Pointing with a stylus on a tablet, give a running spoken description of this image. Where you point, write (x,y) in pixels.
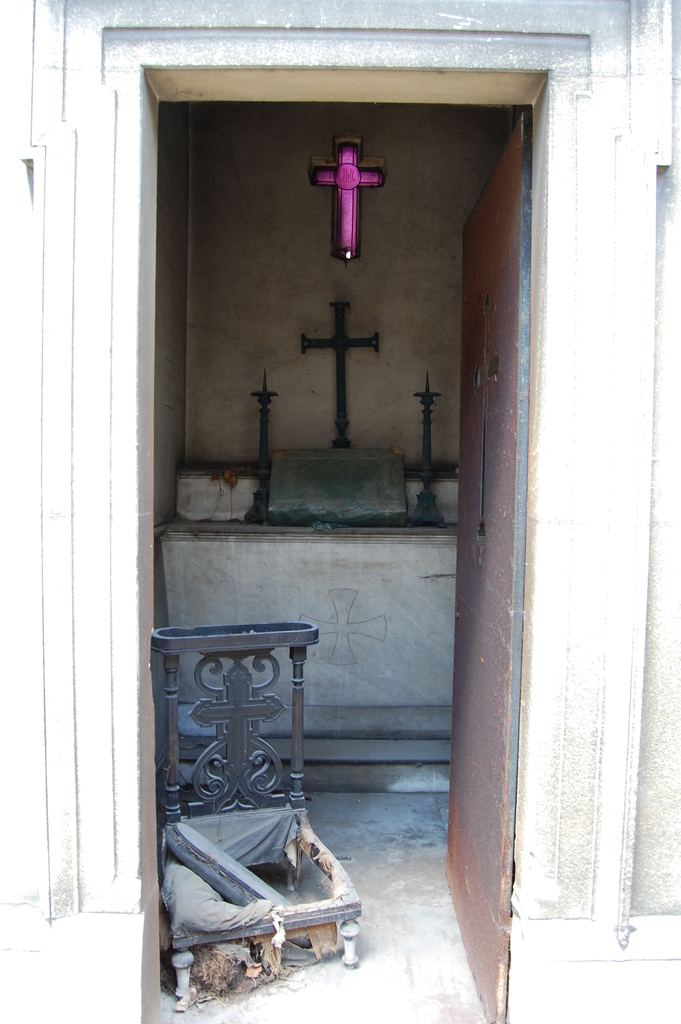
In this picture we can see there are holy cross symbols (343,381), a door (495,617), wall (546,604) and an object (239,726).
